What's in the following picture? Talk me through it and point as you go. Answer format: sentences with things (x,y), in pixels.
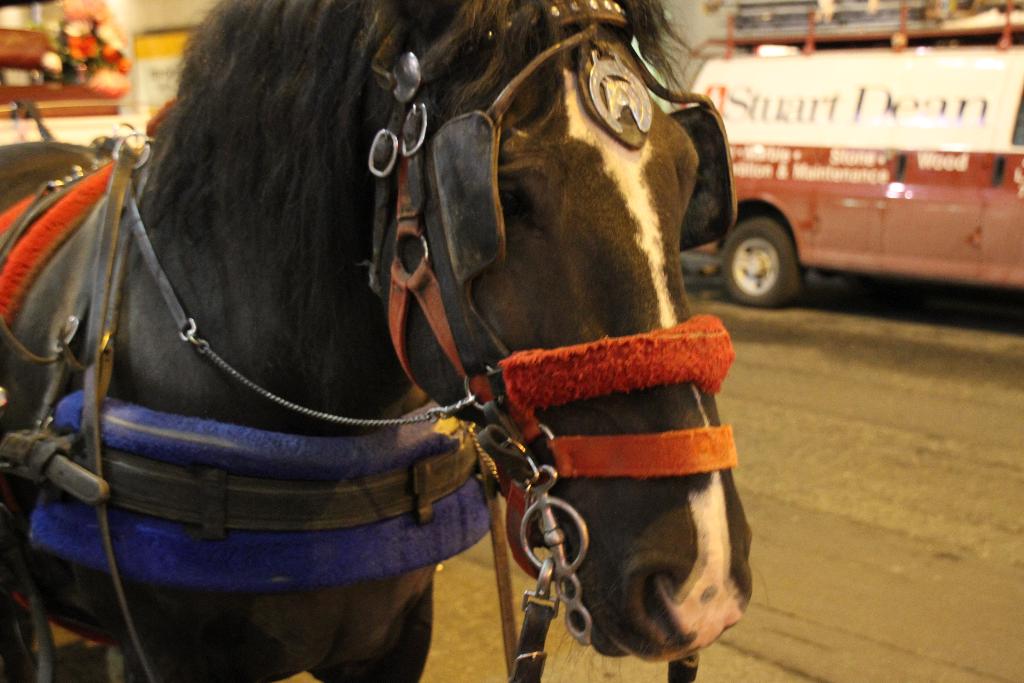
In this image we can see a horse (623,415) with rope halter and to the side we can see a vehicle (895,122) on the road (576,654).
